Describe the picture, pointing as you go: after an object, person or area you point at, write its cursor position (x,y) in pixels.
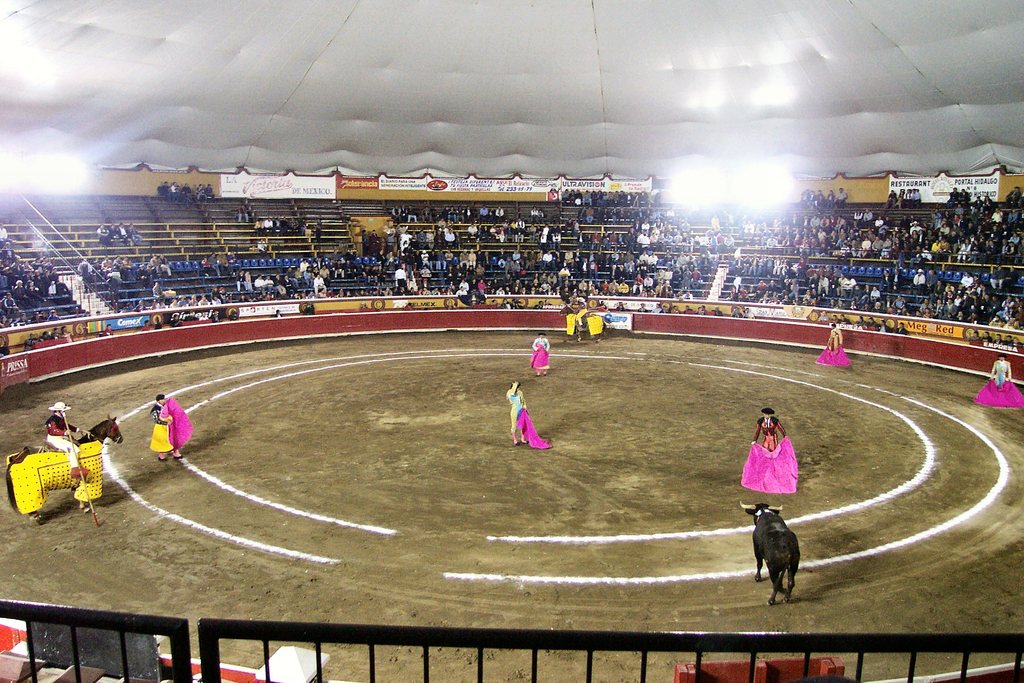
In this picture we can see some people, horses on the ground (387,448), one person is holding a stick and in the background (432,264) we can see a fence (448,327), advertisement boards (448,299), people (539,270), roof (778,43).
